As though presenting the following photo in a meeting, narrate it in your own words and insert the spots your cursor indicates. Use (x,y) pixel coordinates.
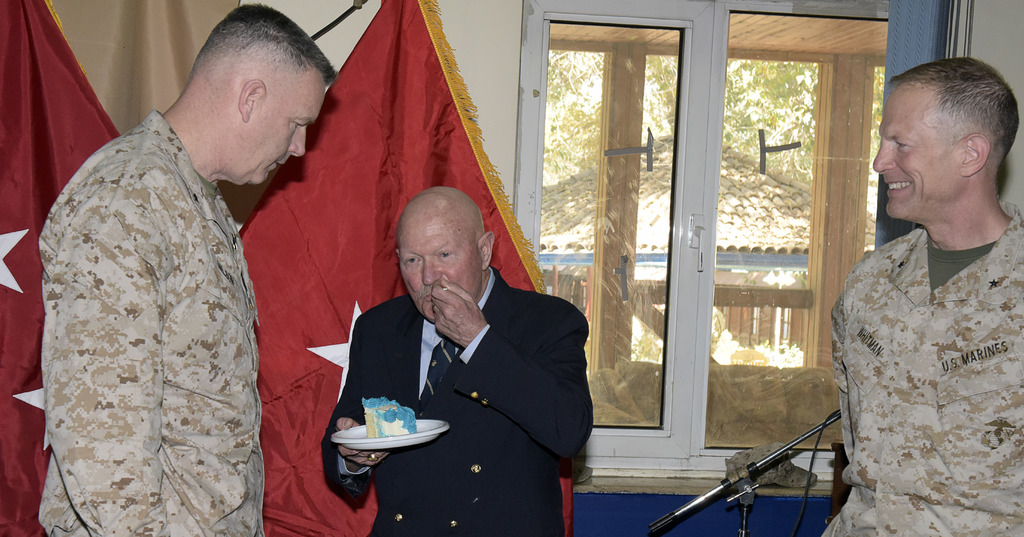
In this image we can see three persons (486,369), one of them is holding a plate (419,440), there is cake (395,433) on it, he is eating, there are flags (374,210), windows (626,222), cap (779,463), mic stand (745,511), there is a house (745,228), and trees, also we can see the wall (738,523).
